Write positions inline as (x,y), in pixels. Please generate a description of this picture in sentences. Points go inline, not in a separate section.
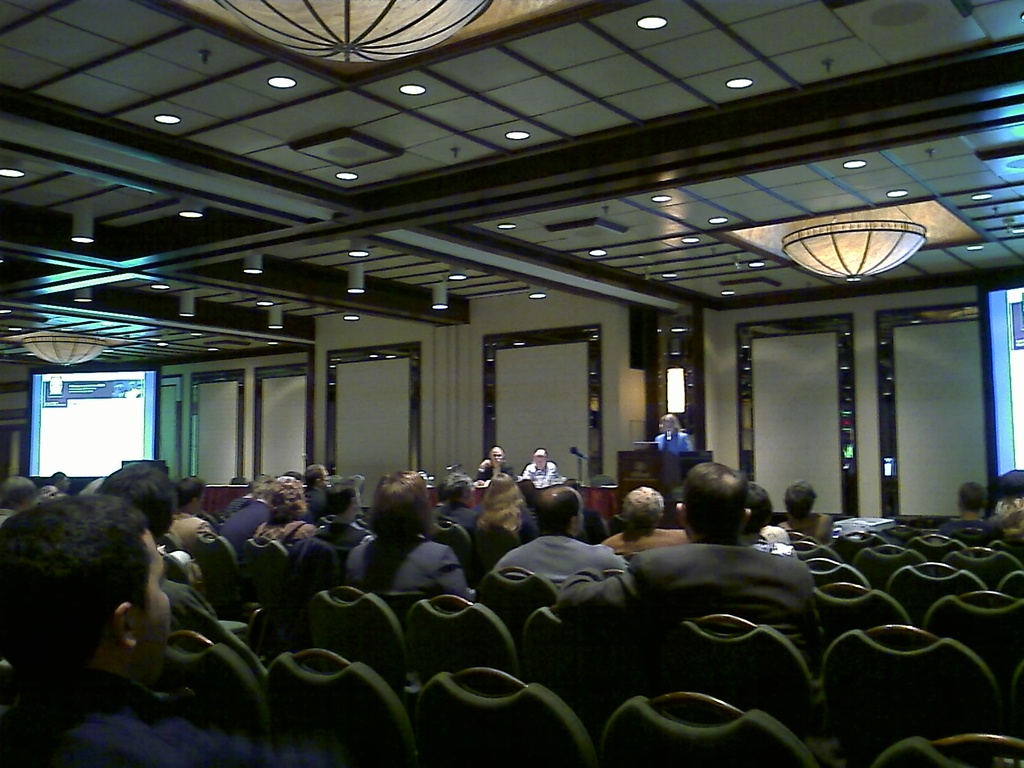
In this picture we can see group of people (181,509), they are all sitting on the chairs (393,618) and a person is standing in front of the podium (663,480), on the left side of the image (124,400) we can see a projector screen (85,424) and we can find lights (864,248).
